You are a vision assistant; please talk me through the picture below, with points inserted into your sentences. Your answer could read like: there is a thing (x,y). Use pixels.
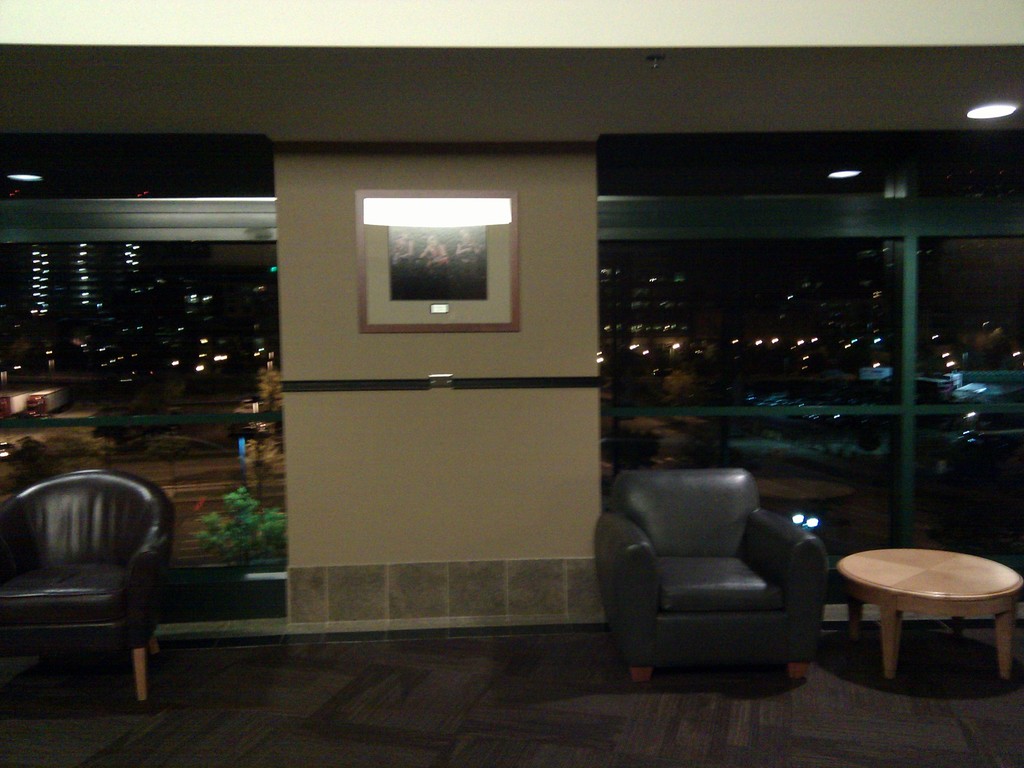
In the picture there are two chairs (737,533) and beside the second chair (812,577) there is a table (863,566) and in the background (36,450) there is a glass window (730,317), behind the window (261,328) there is a view of a beautiful city (182,411).
